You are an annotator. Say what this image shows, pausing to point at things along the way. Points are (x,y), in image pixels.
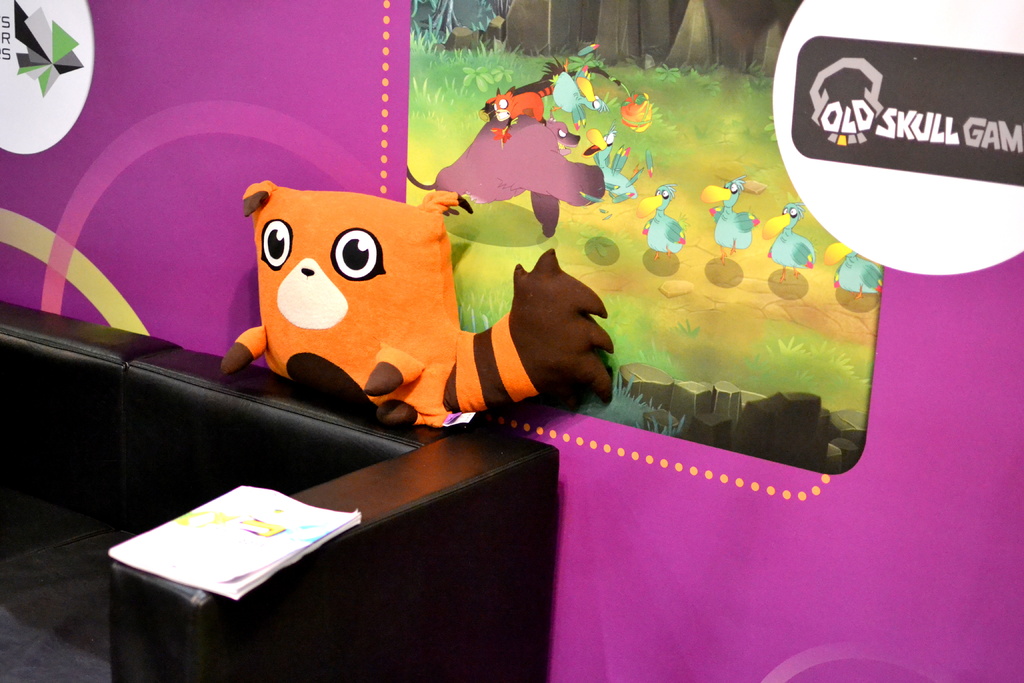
In this image I can see the black color couch (108,493). On the couch (56,535) there are papers (218,565), brown and an orange color toy (339,292). In the background (411,125) I can see the wall (853,536) which is in colorful. I can also see the painting (636,245) of birds (608,178) and an animals (527,196) on the wall (789,512).
